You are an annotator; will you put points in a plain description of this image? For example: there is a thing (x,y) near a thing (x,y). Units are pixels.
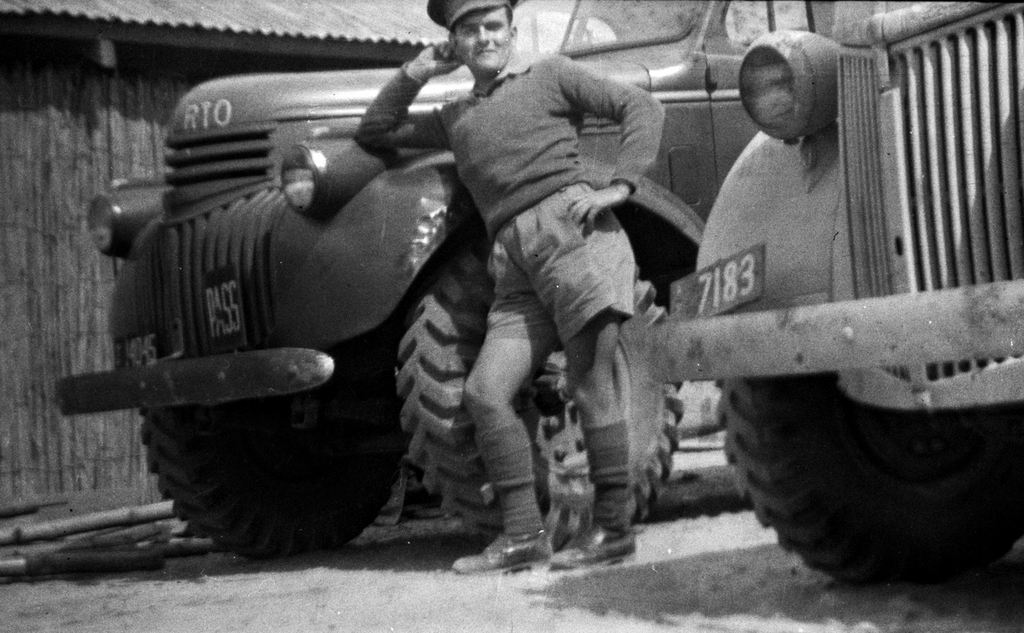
In this image in the center (539,239) there is one person (514,258) who is standing, and there are two vehicles (709,279). In the background (86,181) there is a house (243,47) and on the top of the image (245,23) there is a roof (236,25), at the bottom (206,576) there are some wooden sticks (106,561) and sand (711,596).
